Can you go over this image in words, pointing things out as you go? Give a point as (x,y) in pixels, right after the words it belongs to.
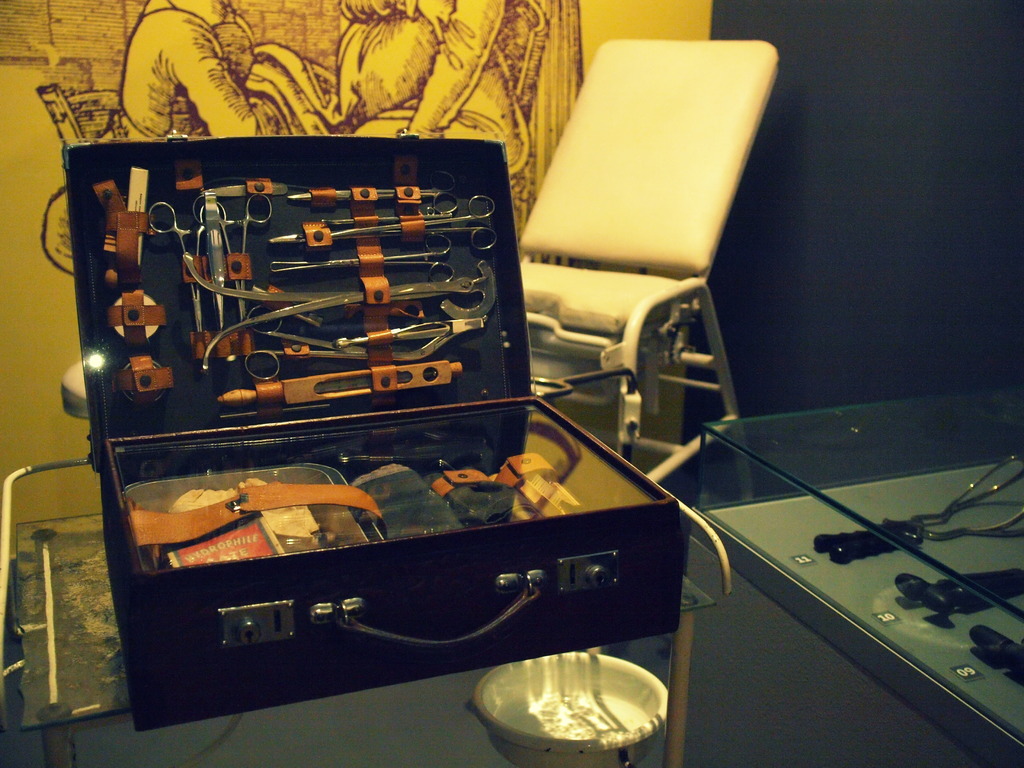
In this image I can see a box (307,418) and in it I can see different types of tools (326,390). I can also see a chair (603,278) and a painting (172,16) on this wall (224,49). Here I can see a white colour thing (599,674).
